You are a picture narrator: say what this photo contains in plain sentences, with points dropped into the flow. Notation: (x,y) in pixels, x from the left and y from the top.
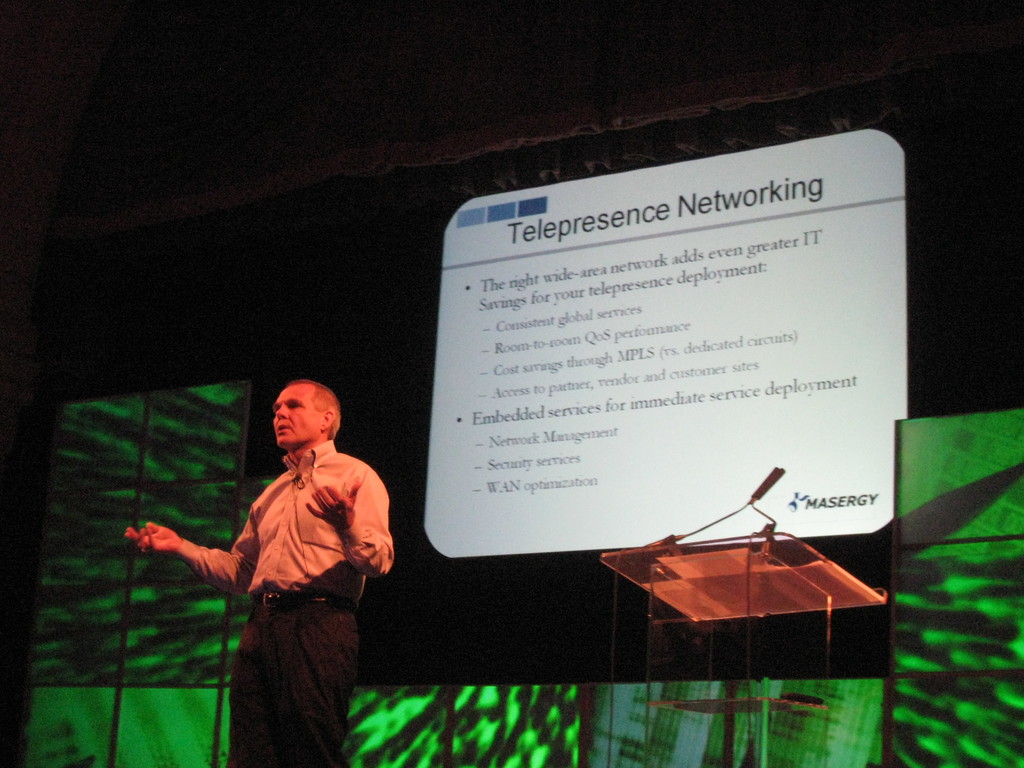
In this image we can see a man (302,559) standing on the floor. In the background (595,437) we can see a display screen (507,300) and a podium (767,592).
